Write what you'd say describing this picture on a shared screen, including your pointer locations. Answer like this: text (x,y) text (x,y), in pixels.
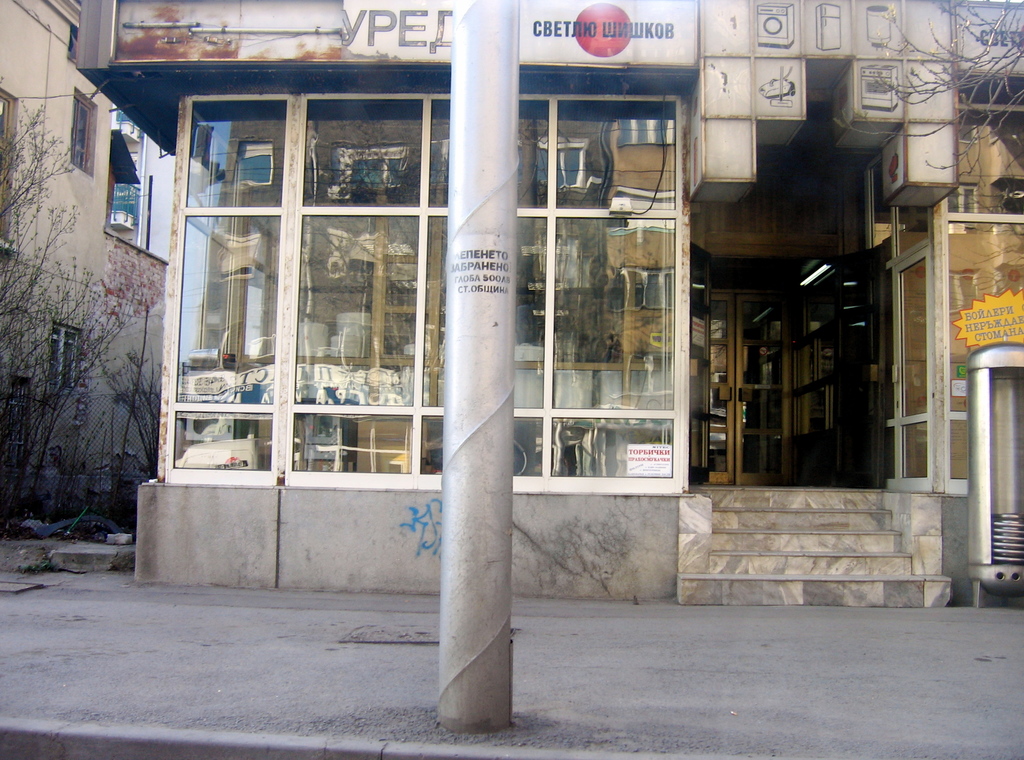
In the foreground of this image (467,323), there is a pole (470,642) on the side path (628,699). We can also see few trees (133,417) and a building (39,79) on the left (41,58) and there are few objects (626,383) in the glass (409,343) of a building (805,157) and also an object (1001,371) on the right (1019,468).
